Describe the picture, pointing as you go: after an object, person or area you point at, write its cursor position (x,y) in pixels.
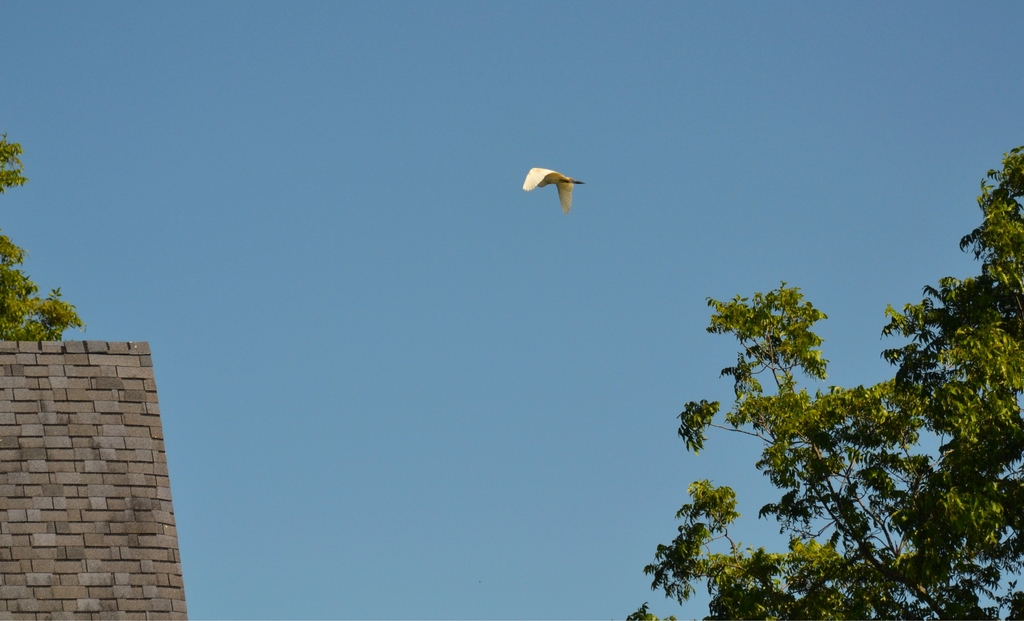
In this image we can see a bird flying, there are trees (830,459) and the wall (78,429), in the background (335,397), we can see the sky (467,268).
